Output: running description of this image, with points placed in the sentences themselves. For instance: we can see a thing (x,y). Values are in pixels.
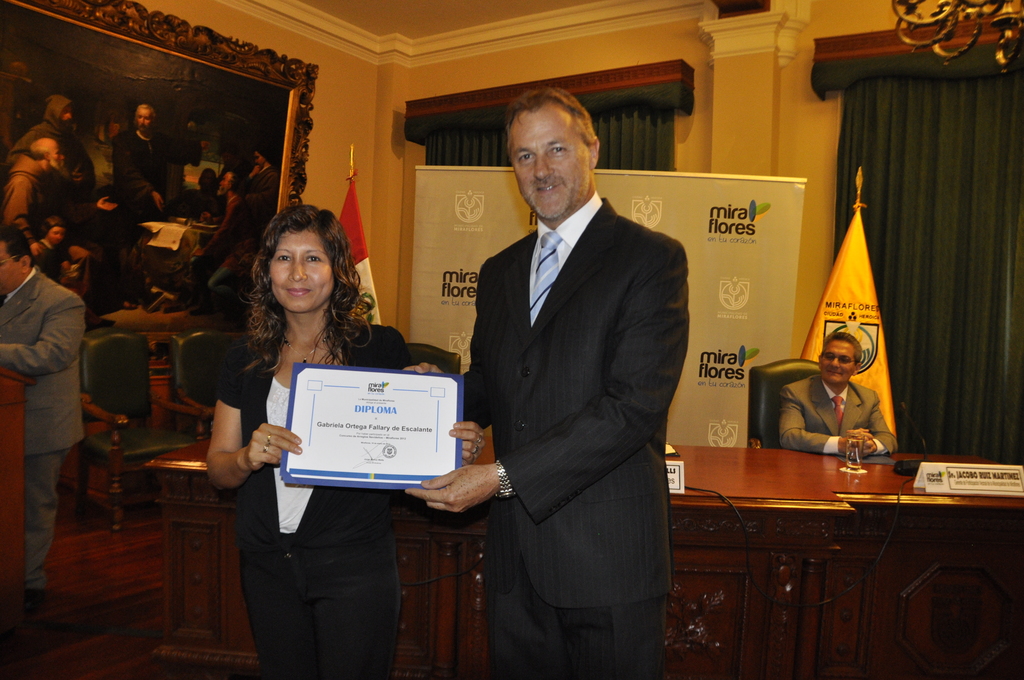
In this image there is a man (565,277) on the right side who is giving the certificate (371,404) to the woman (314,317) who is beside him. In the background (824,464) there is a table (781,475) on which there are glasses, boards (976,471). In front of the table (787,452) there is a person (810,402) sitting in the chair (777,391). Behind him there is a flag (818,325). In the background (873,173) there are curtains (841,176). On the left side (218,135) there is a photo frame (188,132) attached to the wall (324,120). On the left side (78,394) there is a person (54,367) standing near the podium (28,381). Behind the person (58,373) there are two chairs (135,391).
